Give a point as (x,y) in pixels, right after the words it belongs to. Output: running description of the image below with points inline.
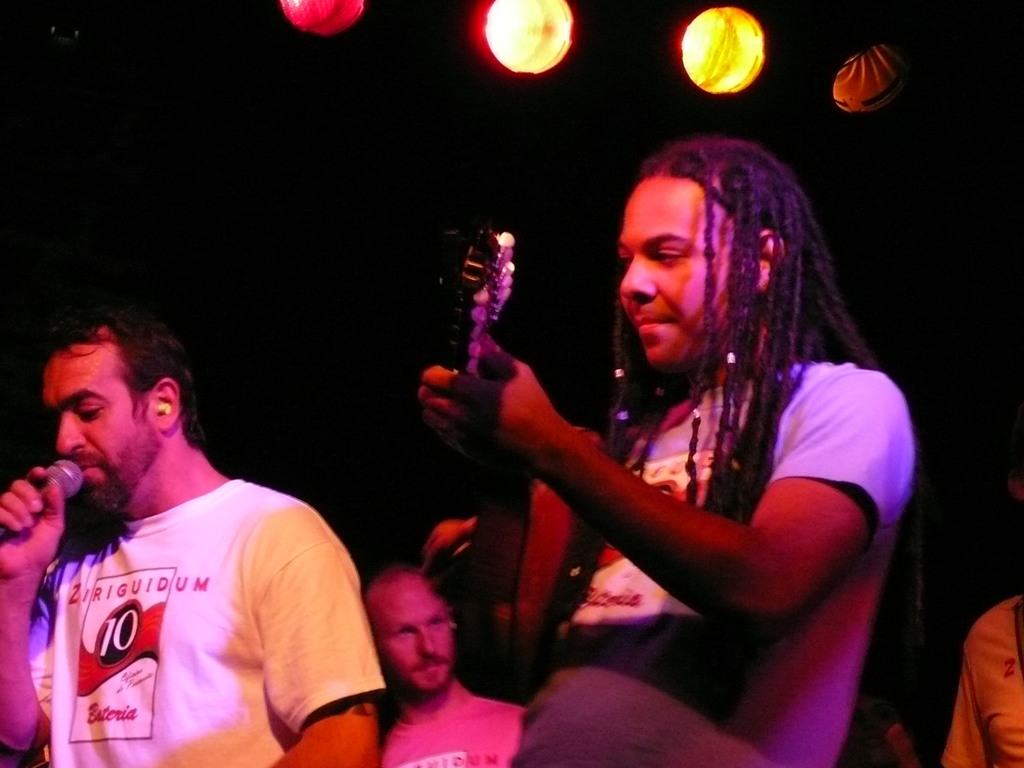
In this picture I can observe a man (597,497) playing guitar (525,552) on the right side (762,439). On the left side (117,581) I can observe a man (96,567) holding a mic (60,490) in his hand (54,497). In the background (451,706) there are some people (973,669). I can observe yellow color lights (537,41) on the top of the picture (519,23). The background (241,189) is dark.
